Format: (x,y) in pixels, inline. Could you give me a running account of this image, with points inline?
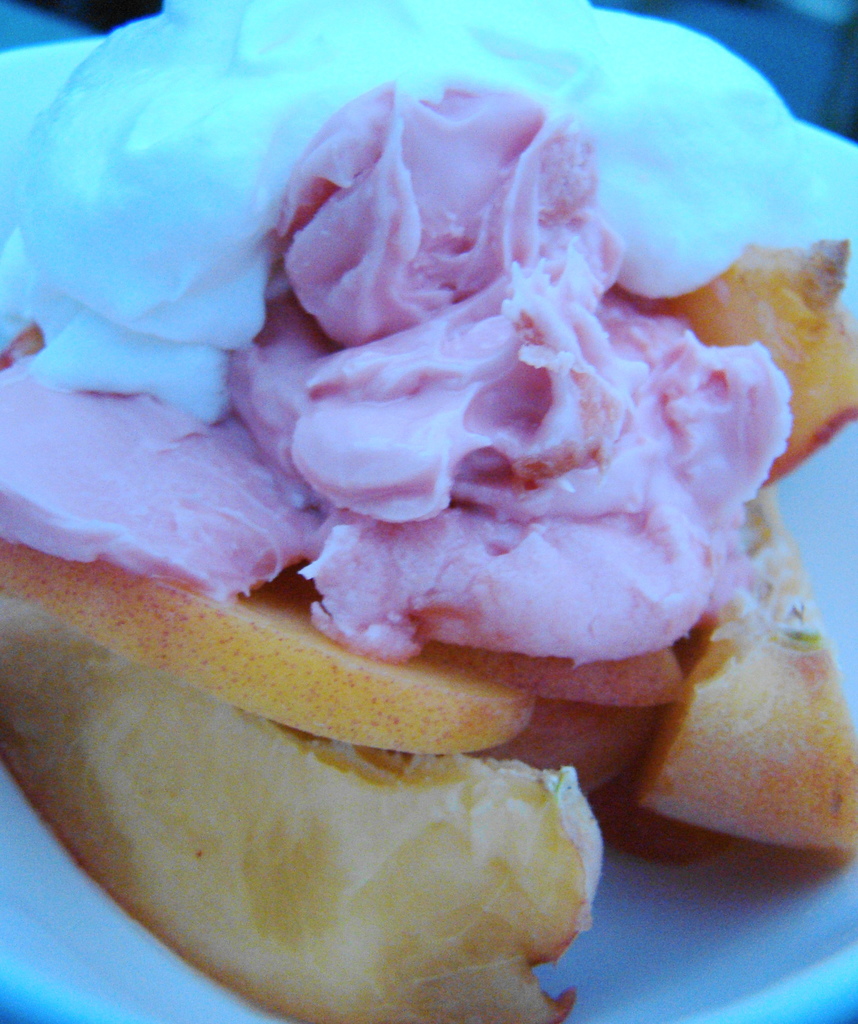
In this picture we can observe food (293,451) placed in the white color plate (60,887). We can observe some fruits (386,704). The food (434,497) is in pink, white and yellow colors.
